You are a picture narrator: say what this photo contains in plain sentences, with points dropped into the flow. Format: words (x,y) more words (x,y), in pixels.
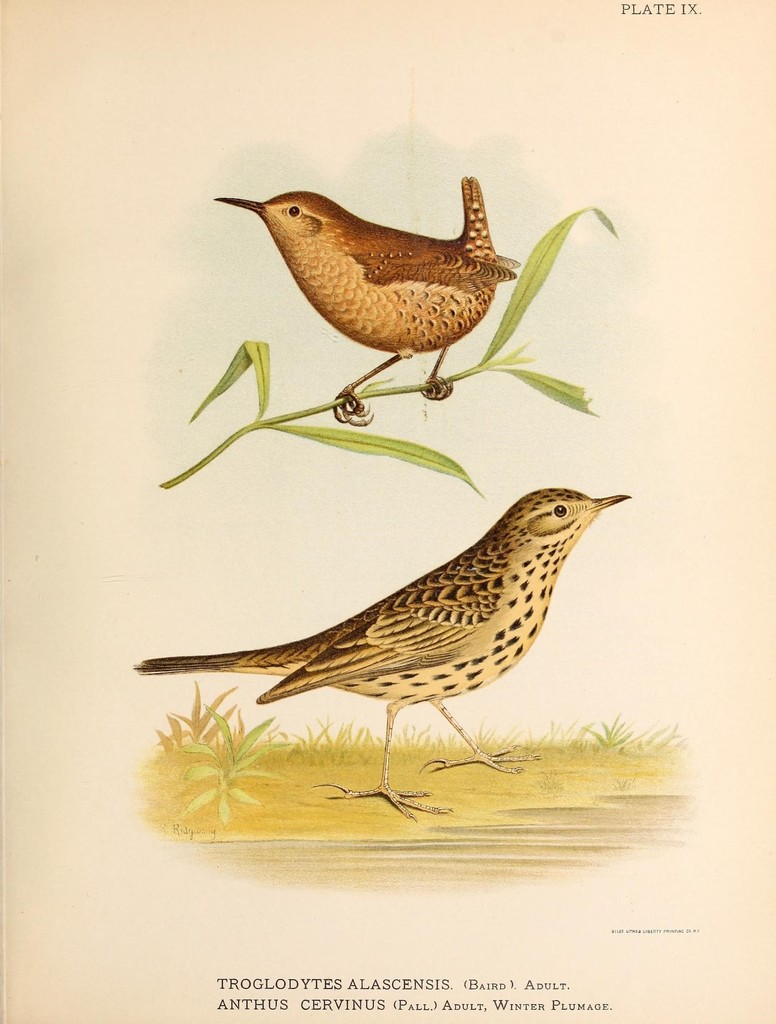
In this image I can see a paper (182,721), in the paper (340,412) I can see two birds (371,325). The birds (478,643) are in brown and black color, I can also see stem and leaves (551,389) in green color.
